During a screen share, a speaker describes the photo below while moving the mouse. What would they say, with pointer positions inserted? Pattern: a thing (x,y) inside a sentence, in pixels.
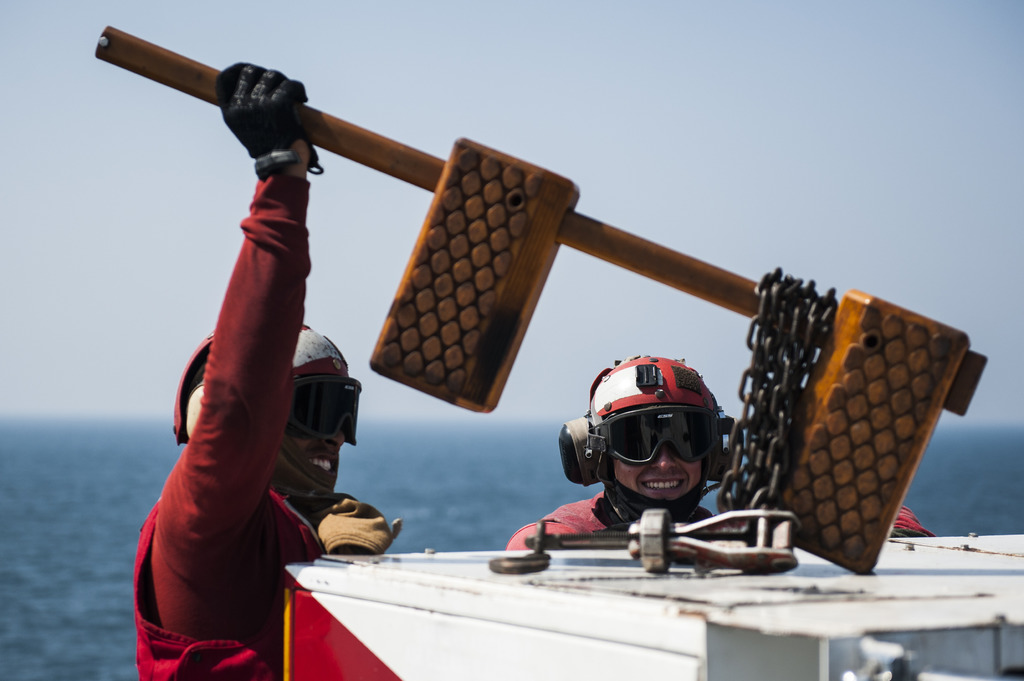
In this image I can see there are two persons (301,430) wearing a helmet (577,429) and spectacles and standing in front of the table (468,598), in the background (104,478) I can see lake (491,479) and the sky (192,123) and on the left side (199,517) person (262,510) holding a rod (398,155).
